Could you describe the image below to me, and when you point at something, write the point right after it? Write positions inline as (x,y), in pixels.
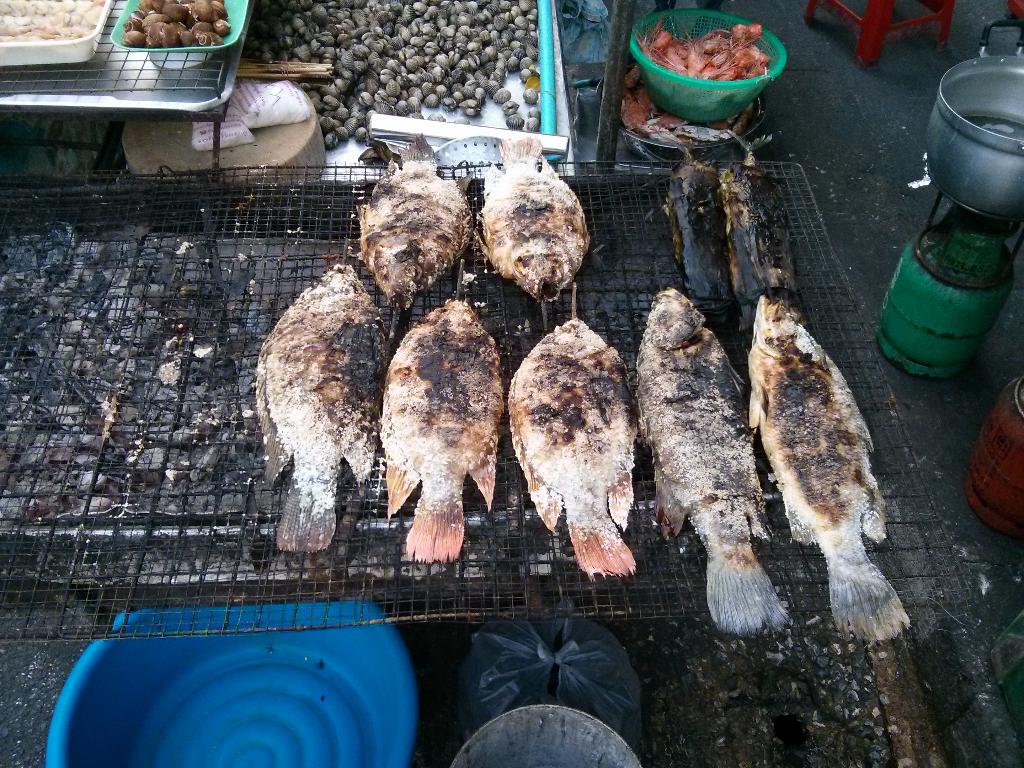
In this image we can see a fishes (429,471), here is the cylinder (977,275), and vessel (950,191) on it, here is the tub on the ground (897,56), here is the food item (695,60) in the basket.
